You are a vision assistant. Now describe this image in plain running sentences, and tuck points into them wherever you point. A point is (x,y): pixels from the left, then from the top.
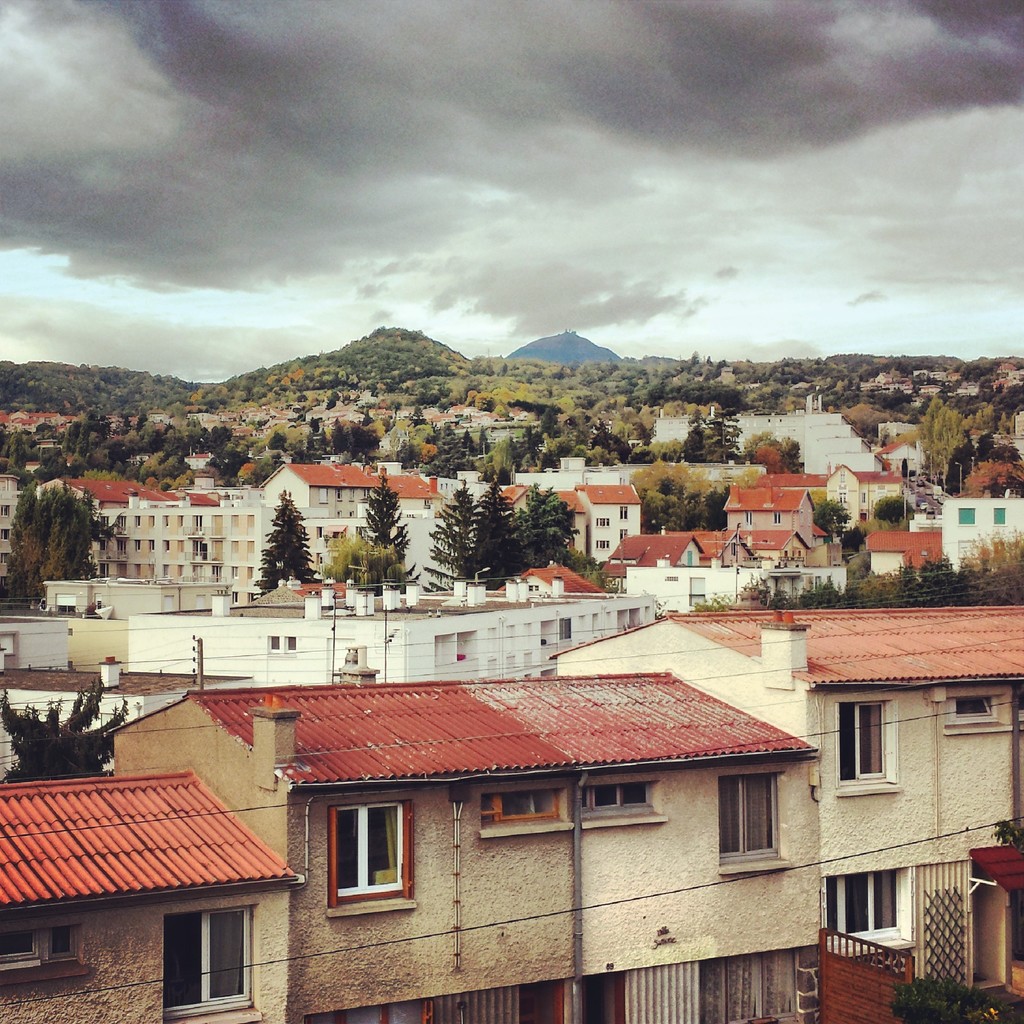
In this image I can see buildings (840,464) and trees (199,432) in the middle (500,527), at the top (549,220) I can see the sky (591,121) and the sky (452,47) is cloudy.
